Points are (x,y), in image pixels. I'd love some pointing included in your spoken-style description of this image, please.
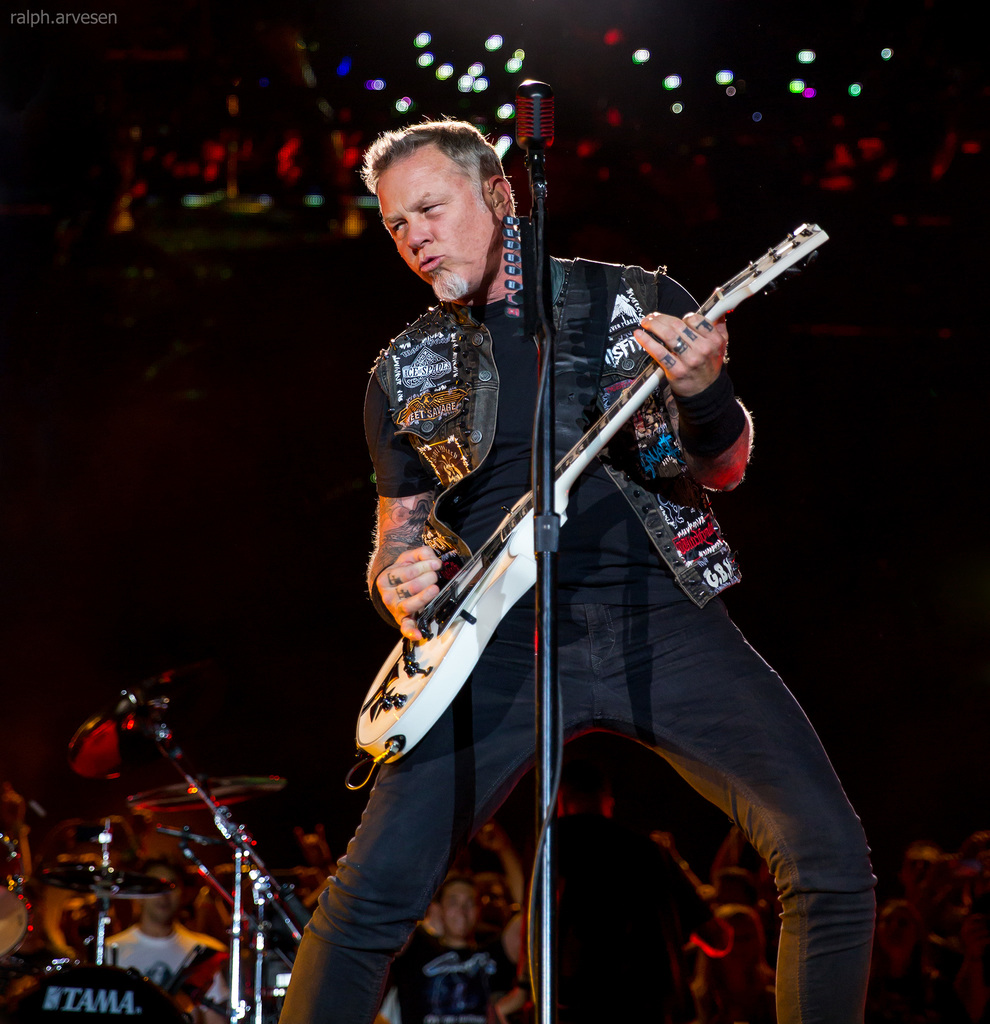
In this picture we can see man (470,494) standing holding guitar (766,258) in his hand (655,354) and playing it in front of mic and in background (155,869) we can see a group of people (329,864) standing and we can see drums (235,841), light (229,194) and it is dark.
